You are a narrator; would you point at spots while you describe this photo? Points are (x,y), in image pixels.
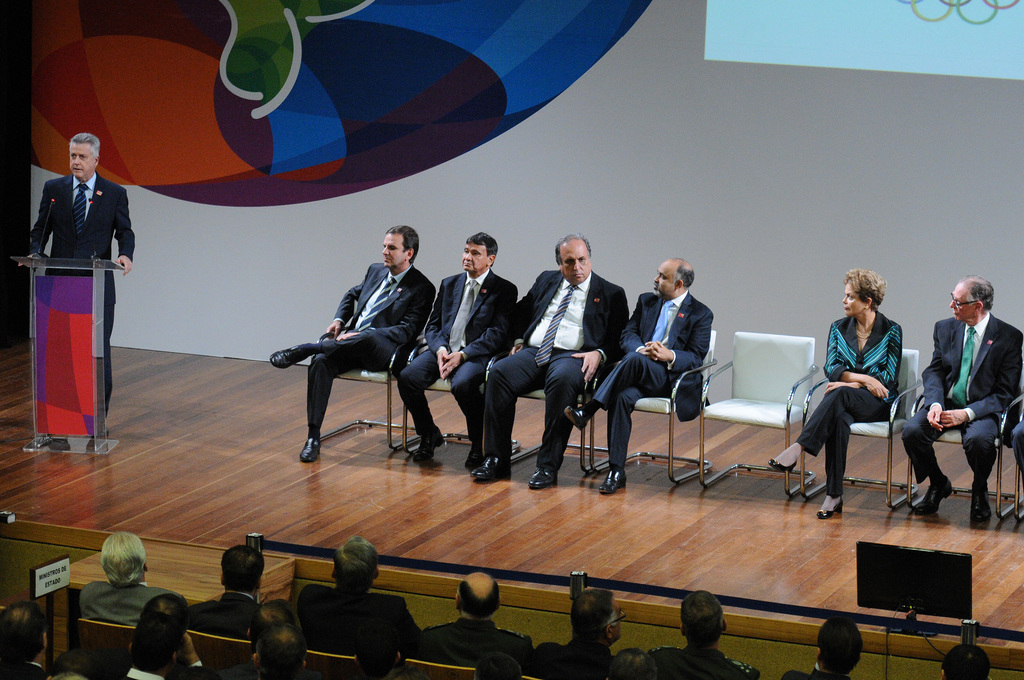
The picture is taken during a conference. In the center of the picture (591,279) on the stage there are people (964,400) sitting in chairs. At the bottom (21,643) there are people (262,615) sitting in chairs (345,666). On the left (79,219) there is a person (75,225) in black suit (38,248) talking in front of a podium (81,282). At the background (420,134) there is wall (615,77) and a logo (357,95).
